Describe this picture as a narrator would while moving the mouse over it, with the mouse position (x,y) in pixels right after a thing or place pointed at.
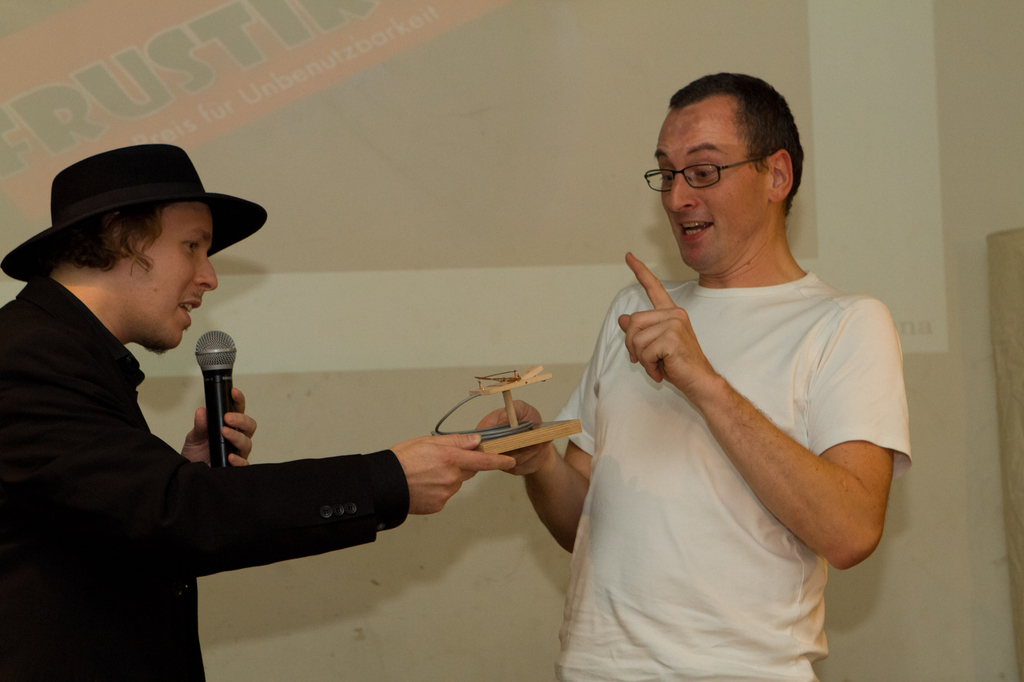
In the picture I can see two men (826,488). There is a man (719,406) on the right side (724,463) is wearing a white color T-shirt (830,407) and looks like he is speaking. I can see a man (122,459) on the left side (171,337) is wearing a black color coat (139,466) and he is holding a wooden object (471,419) in his right hand (440,458). He is speaking on a microphone (230,346) and there is a cap (155,177) on his head (128,245). In the background (467,184), I can see the wall (600,128).
